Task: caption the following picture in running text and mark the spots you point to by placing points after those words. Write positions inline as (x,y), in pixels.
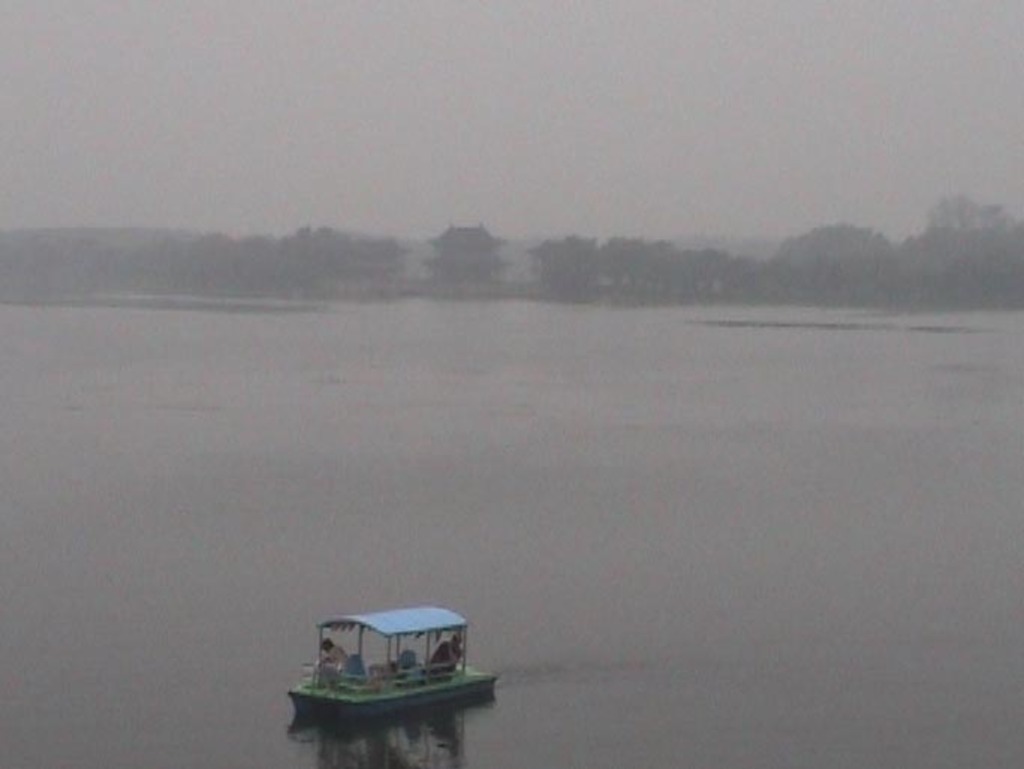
At the bottom of the image (434,645) we can see a boat (410,664) on the water (494,652) and we can find few people (345,659) in the boat (330,697), in the background (757,292) we can see few trees (582,252).
